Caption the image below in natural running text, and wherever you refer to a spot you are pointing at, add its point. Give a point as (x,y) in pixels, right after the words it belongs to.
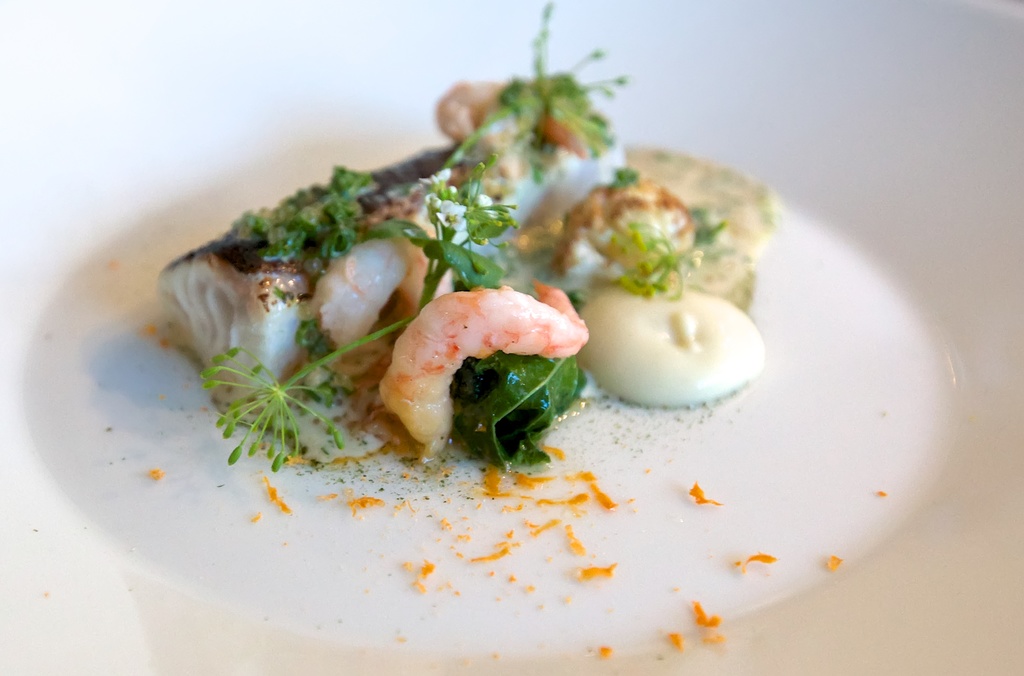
This picture contains prawns (437,320), fish (240,233), egg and green leaves (494,203) placed in the white plate (593,564). In the background (354,57), it is white in color.
